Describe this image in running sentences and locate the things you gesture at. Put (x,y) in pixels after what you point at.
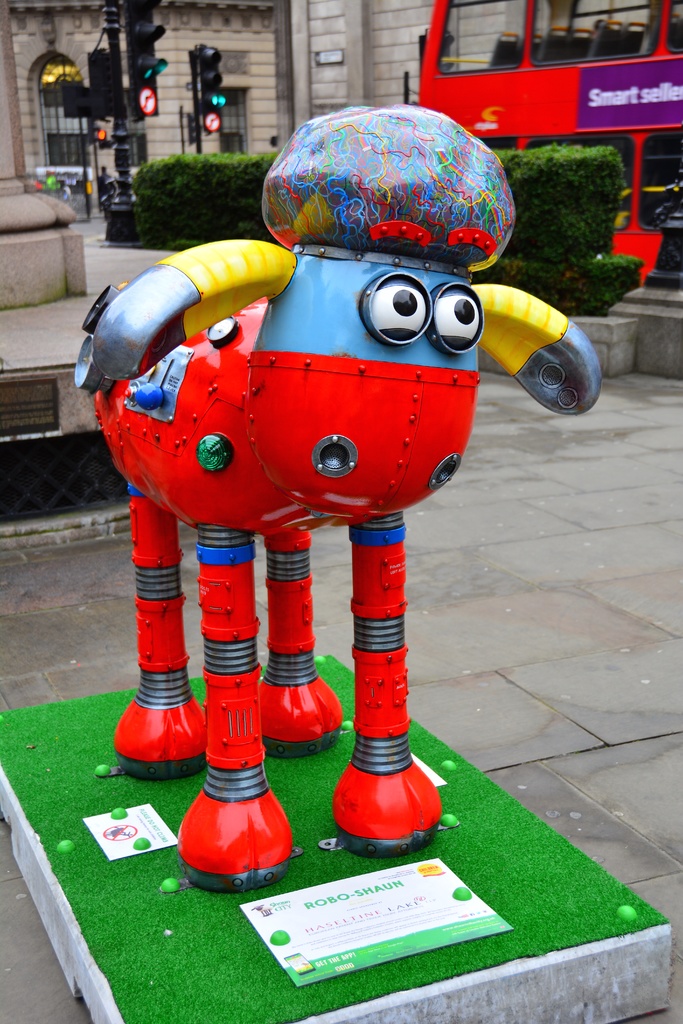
There is a red color object (266,490) on a greenery surface (305,841) and there is a double decker bus (585,106) in the right corner (589,122) and there are traffic signals (211,48) and a building (174,51) in the background (174,65).
